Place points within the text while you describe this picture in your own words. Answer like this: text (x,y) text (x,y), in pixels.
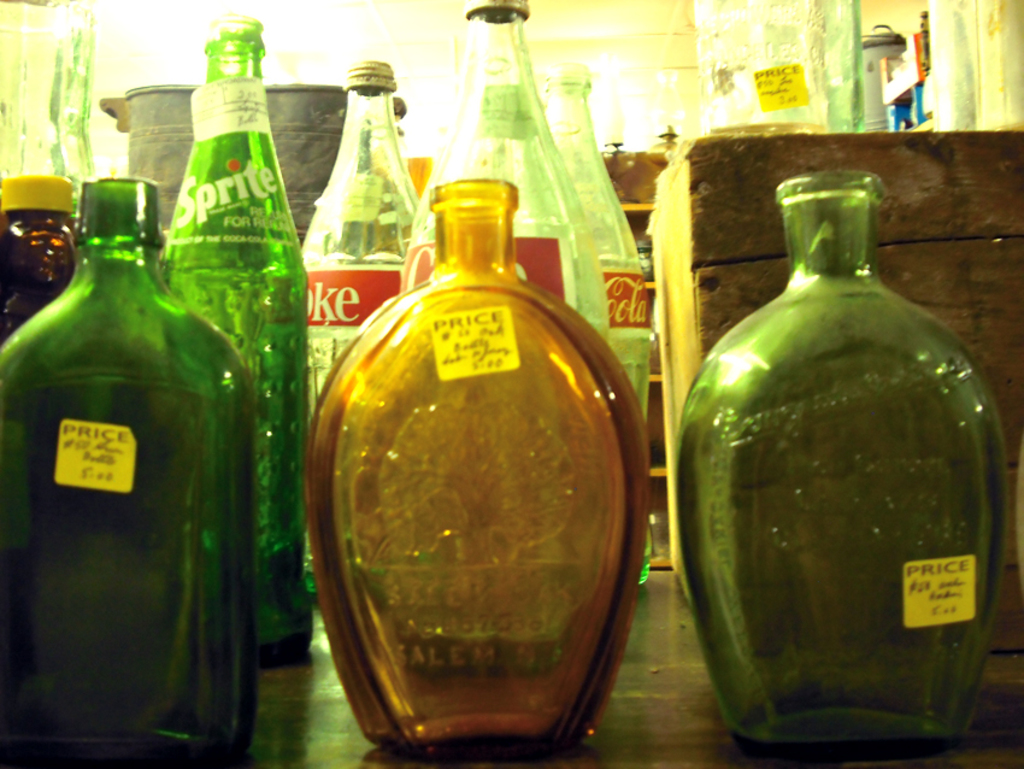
In this image there are bottles (305,346).
